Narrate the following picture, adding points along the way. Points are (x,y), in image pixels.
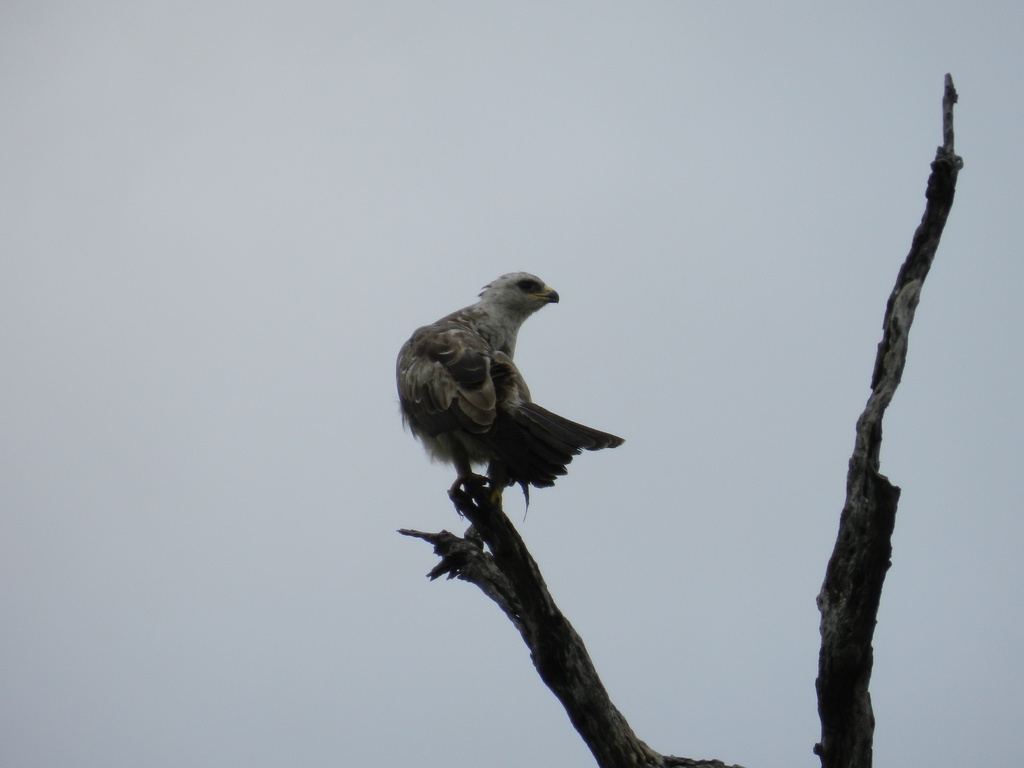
In this image I can see a bird (502,379) sitting on the branch (479,533). It is in brown and white color. The sky (695,226) is in blue and white color.
